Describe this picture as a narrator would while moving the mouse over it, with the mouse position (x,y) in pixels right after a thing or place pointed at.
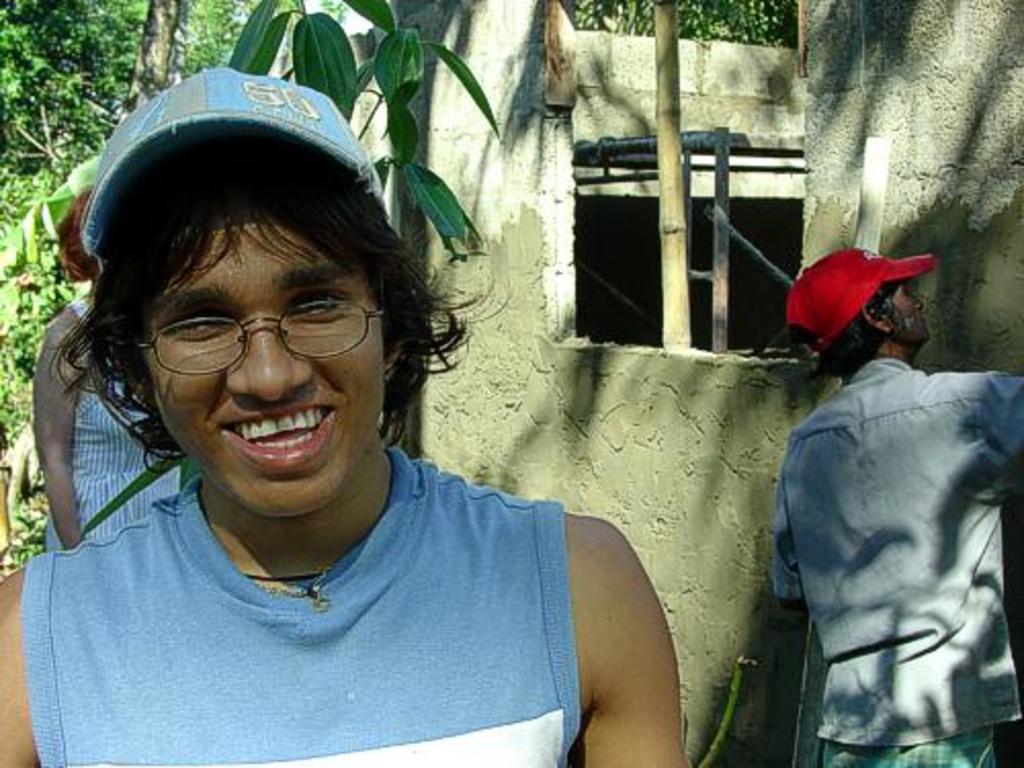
In the foreground of the picture (203,628) there is a person (169,652) in blue t-shirt (428,581) wearing spectacles (164,352) and a cap (242,164). On the right (903,513) there is a person (924,528). In the center of the picture (626,500) there is a wall (832,49). On the left (84,461) there is a woman (84,448). In the background (65,152) there are trees (738,0) and brick wall (647,95).
